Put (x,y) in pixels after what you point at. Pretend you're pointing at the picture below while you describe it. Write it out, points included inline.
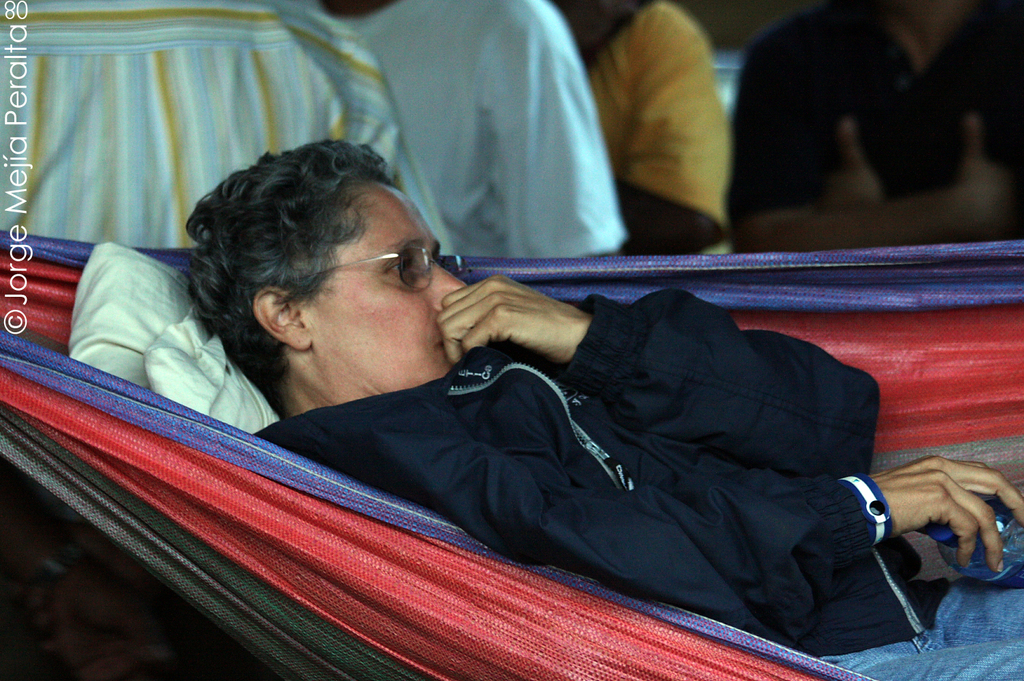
In the image we can see there is a person (570,437) lying in the rope outdoor swing (335,535) and he is holding bottle (978,561) in his hand (992,564). Behind there are other people (84,155) standing.
